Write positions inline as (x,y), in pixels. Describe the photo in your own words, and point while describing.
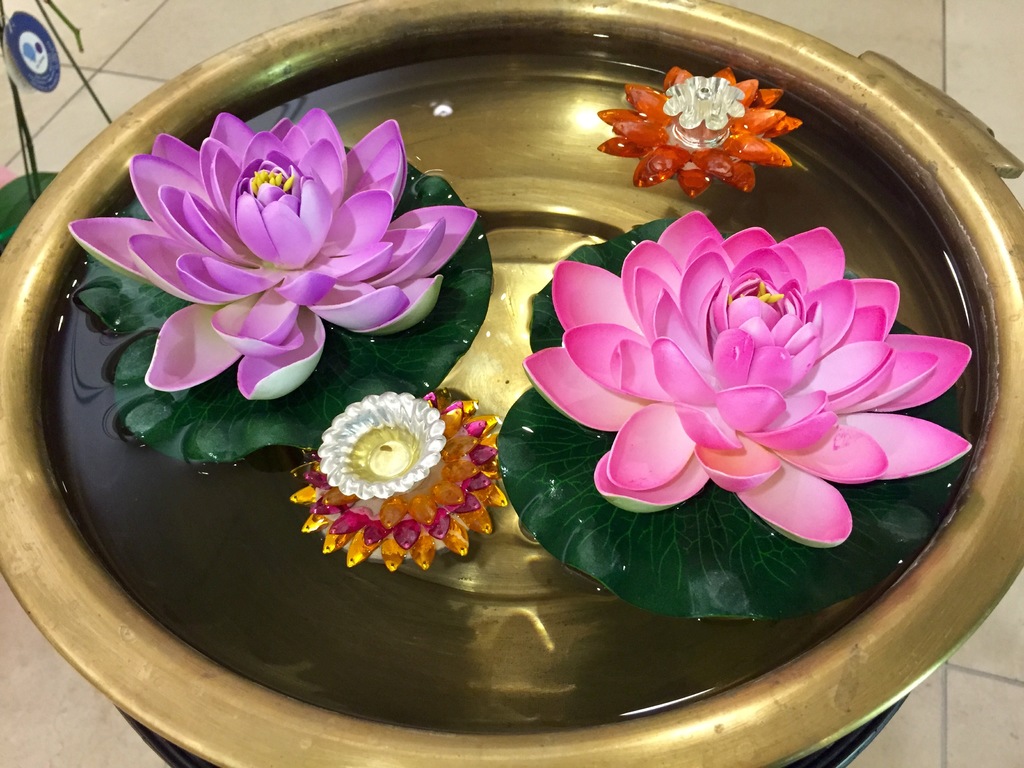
In this image there is a metal bowl (418,613). In the bowl (520,614) there is water (499,610). In the water (506,611) there are plastic flowers (362,295) and diyas (464,523).
